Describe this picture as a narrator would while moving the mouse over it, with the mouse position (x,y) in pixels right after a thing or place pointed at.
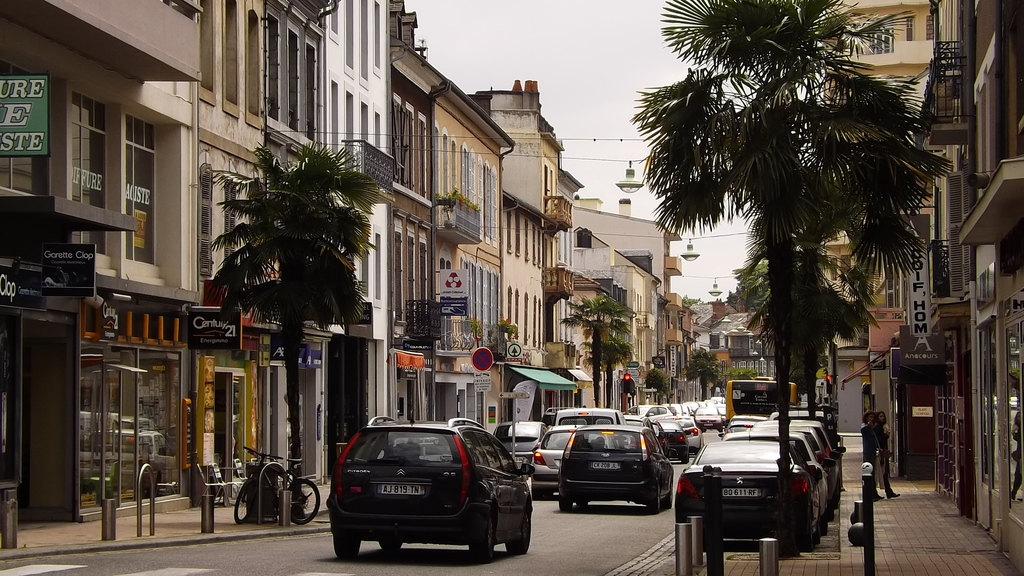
In the center of the image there are cars (538,478) on the road (588,536). On both right and left side of the image (188,282) there are buildings (532,294), trees (778,230), traffic signals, sign boards (517,356), poles (720,541). On the right side of the image (879,497) there are two people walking on the pavement (908,481). In the background of the image (598,99) there is sky (590,34).
